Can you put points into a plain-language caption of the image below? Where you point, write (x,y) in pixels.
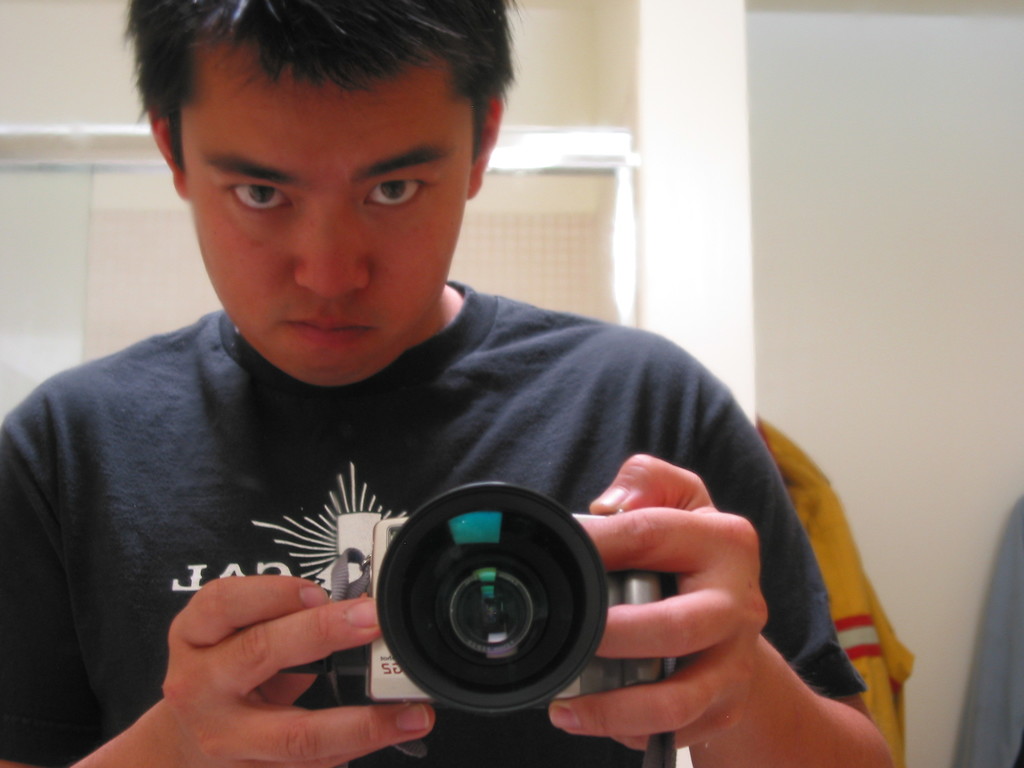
This is a picture taken in a mirror (542,332). In this picture there is a person (381,459) holding camera (481,578). In the background (817,392) there are clothes (834,517), wall (639,147) and a glass door (115,252).
